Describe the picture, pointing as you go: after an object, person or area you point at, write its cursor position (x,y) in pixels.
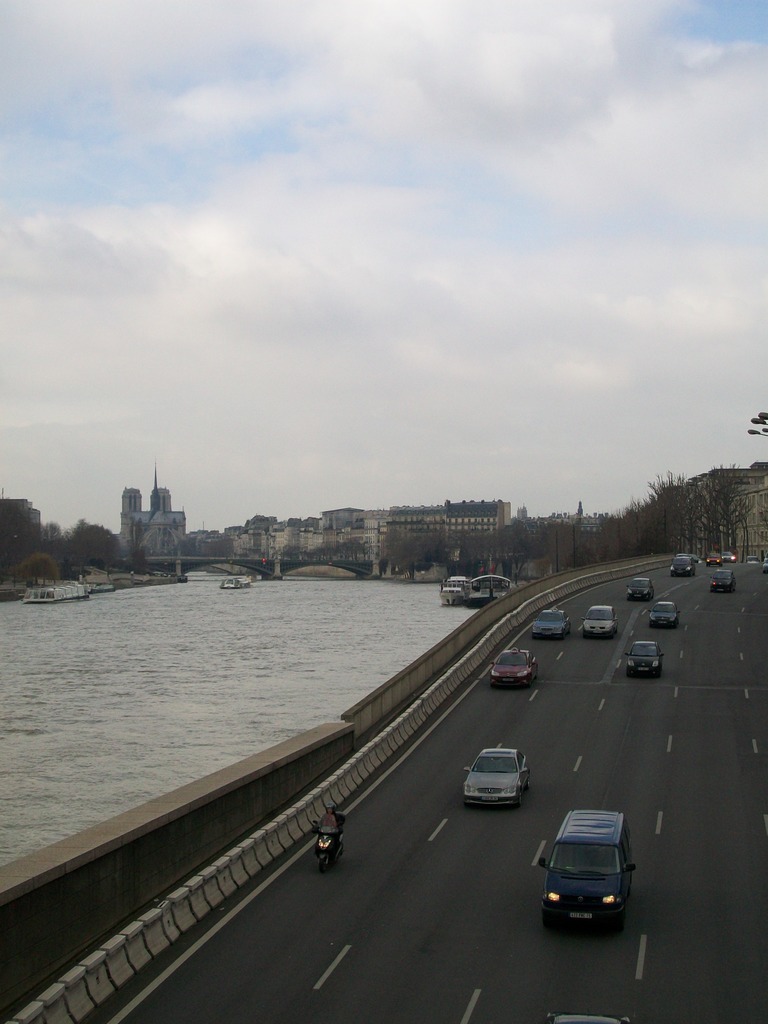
In this image we can see vehicles (574,874) on the road (477,932). There is a person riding a bike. Here we can see boats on the water (316,675), trees (715,511), and buildings (472,506). In the background (310,296) there is sky (483,286) with clouds (483,286).
